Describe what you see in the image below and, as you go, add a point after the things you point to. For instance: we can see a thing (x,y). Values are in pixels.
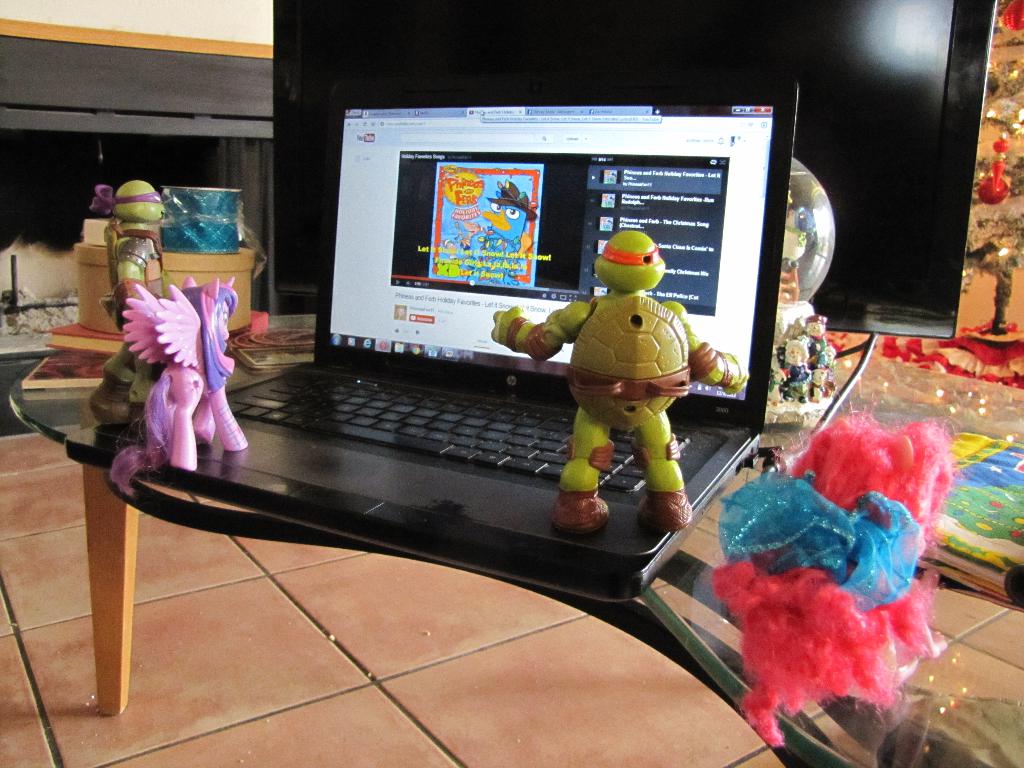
There is a table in the given picture on which a laptop (391,236) is placed in front of a TV (944,228). There are some toys (636,411) placed on the laptop (449,426).
